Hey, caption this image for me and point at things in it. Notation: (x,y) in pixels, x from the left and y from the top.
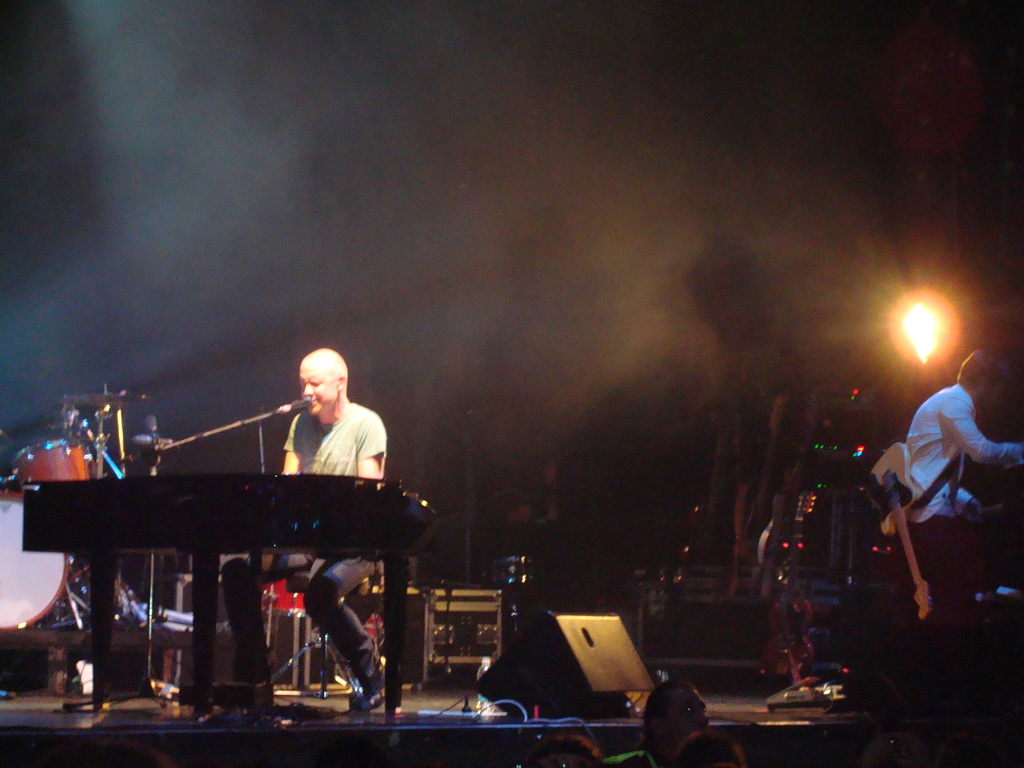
In this image there is a man (318,399) sitting and playing a piano (243,513), and singing a song in the microphone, and in back ground (10,570) there is speaker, another man (949,631) standing and drums (14,617).
